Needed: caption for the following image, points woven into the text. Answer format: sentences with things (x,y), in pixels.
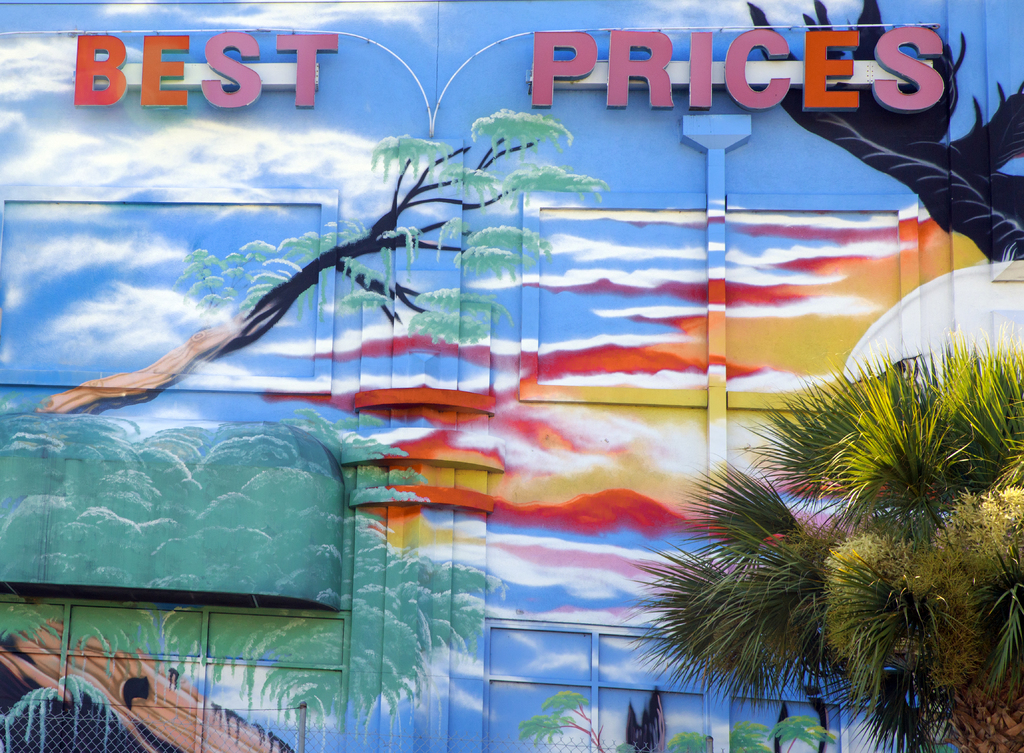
I think this is a building (667,496) with a name board (184,46). This looks like a wall painting (483,658). I can see a tree (864,497). At the bottom of the image (167,735), I think this is a fence (98,731).
